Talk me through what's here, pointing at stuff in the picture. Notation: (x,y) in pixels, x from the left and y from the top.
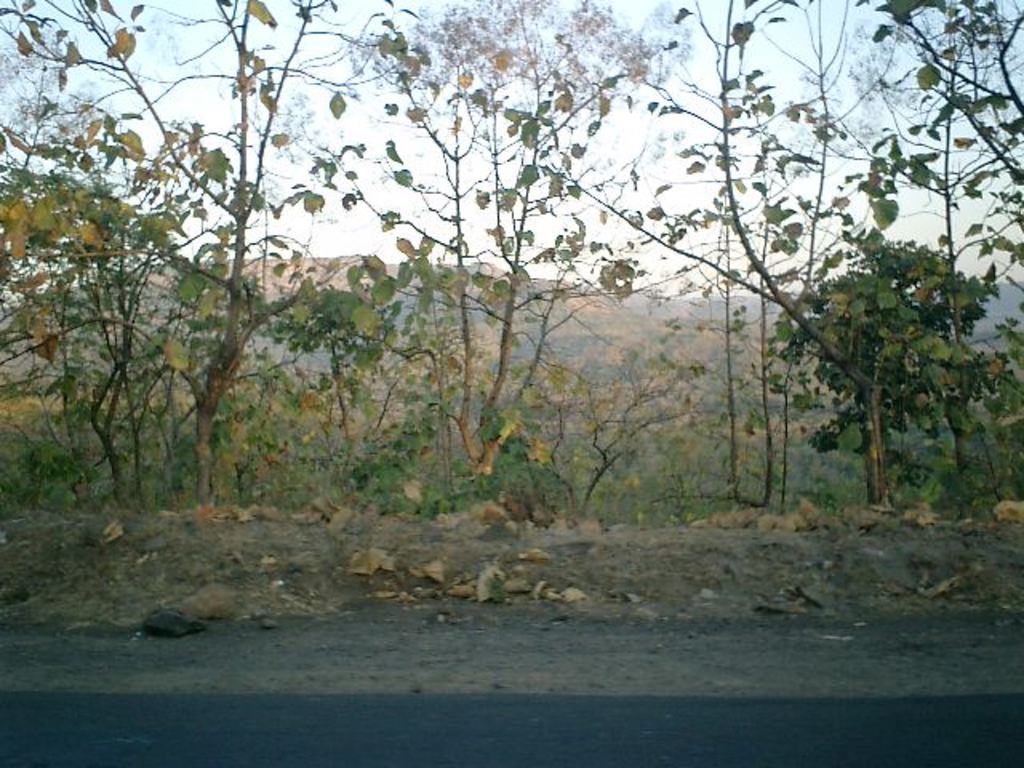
In this image we can see few hills (555,393). There are many trees (494,445) and plants (513,425) in the image. We can see the sky (515,150) in the image. There is a road (575,727) at the bottom of the image (605,728).
